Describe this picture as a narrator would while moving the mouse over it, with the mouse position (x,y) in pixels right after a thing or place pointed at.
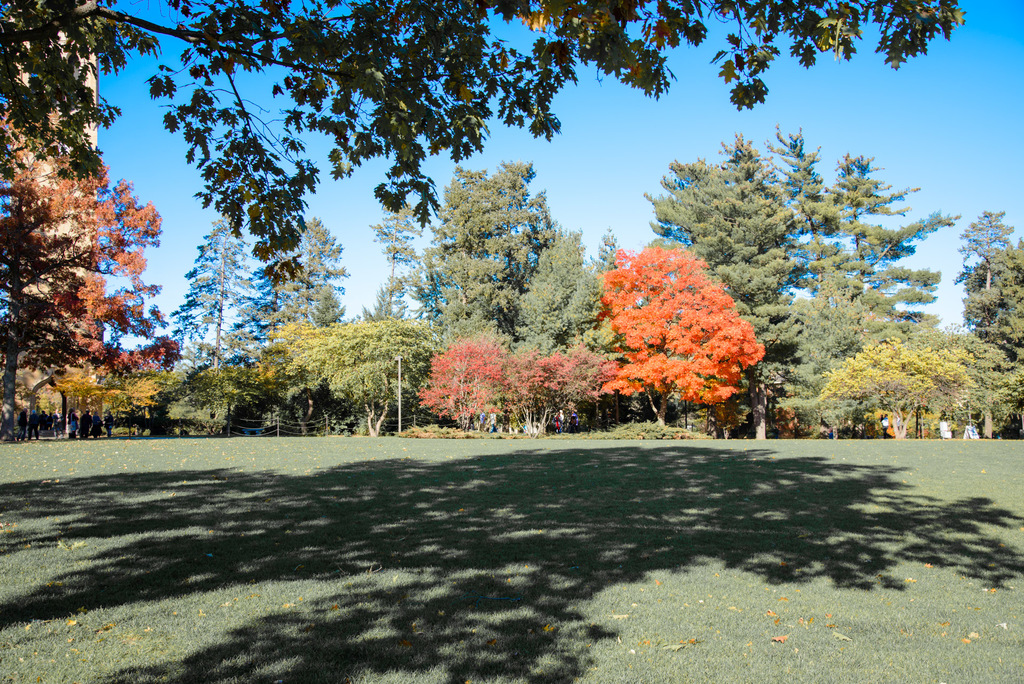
This consists of many trees (843,330). In the front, we can see a tree (629,358) in orange color. At the bottom (460,608), there is green grass (388,563). At the top (540,173), there is sky (798,99).
